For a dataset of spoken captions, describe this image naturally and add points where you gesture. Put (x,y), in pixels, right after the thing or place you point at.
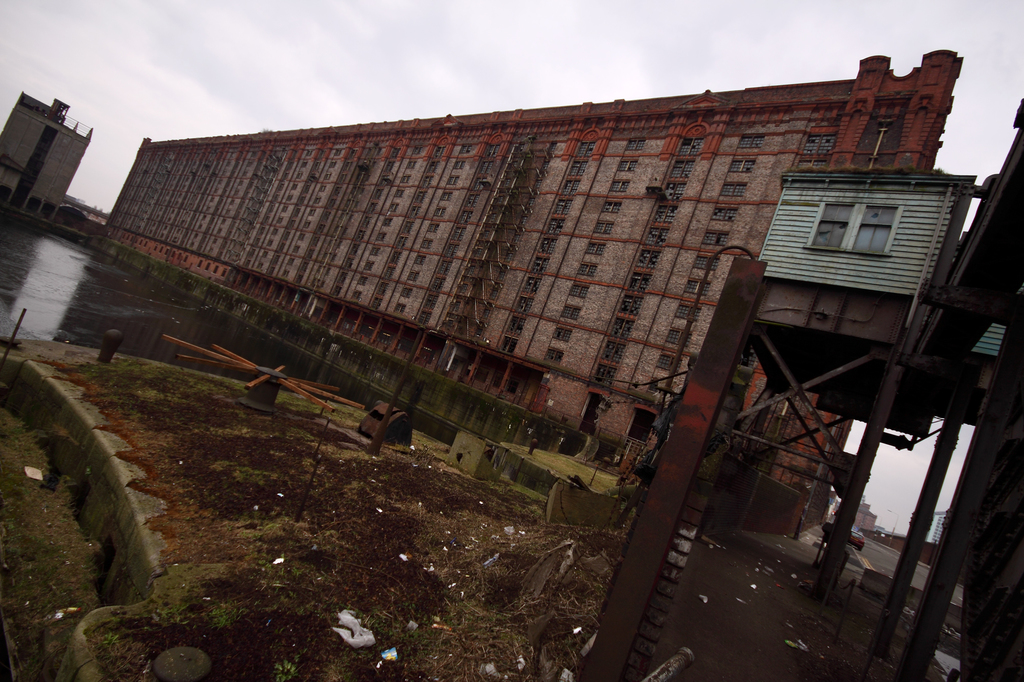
In this image, we can see buildings (941,513), rods (938,557), wheels (261,396) and some vehicles (856,531) on the road (883,552). At the left side (91,292), there is water (65,291) and at the top (255,64), there is sky (293,61).
